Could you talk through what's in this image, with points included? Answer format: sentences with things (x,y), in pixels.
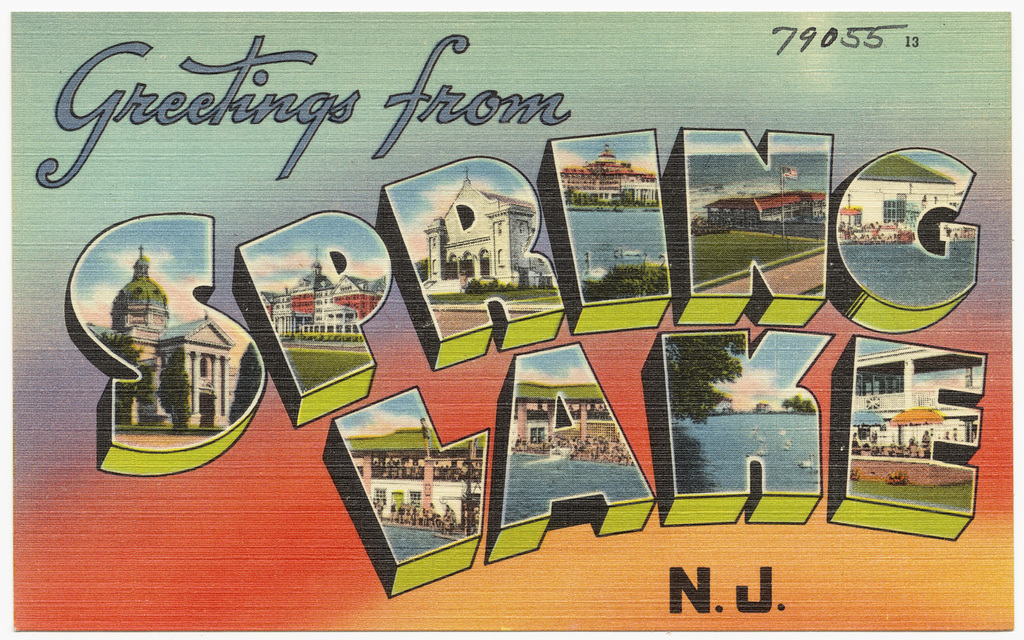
This is a picture. In this image we can see some text (669,465), buildings (337,291), water (694,443), roof (398,433), poles (907,389), tents (918,411), grass (338,351), ground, trees (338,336).
